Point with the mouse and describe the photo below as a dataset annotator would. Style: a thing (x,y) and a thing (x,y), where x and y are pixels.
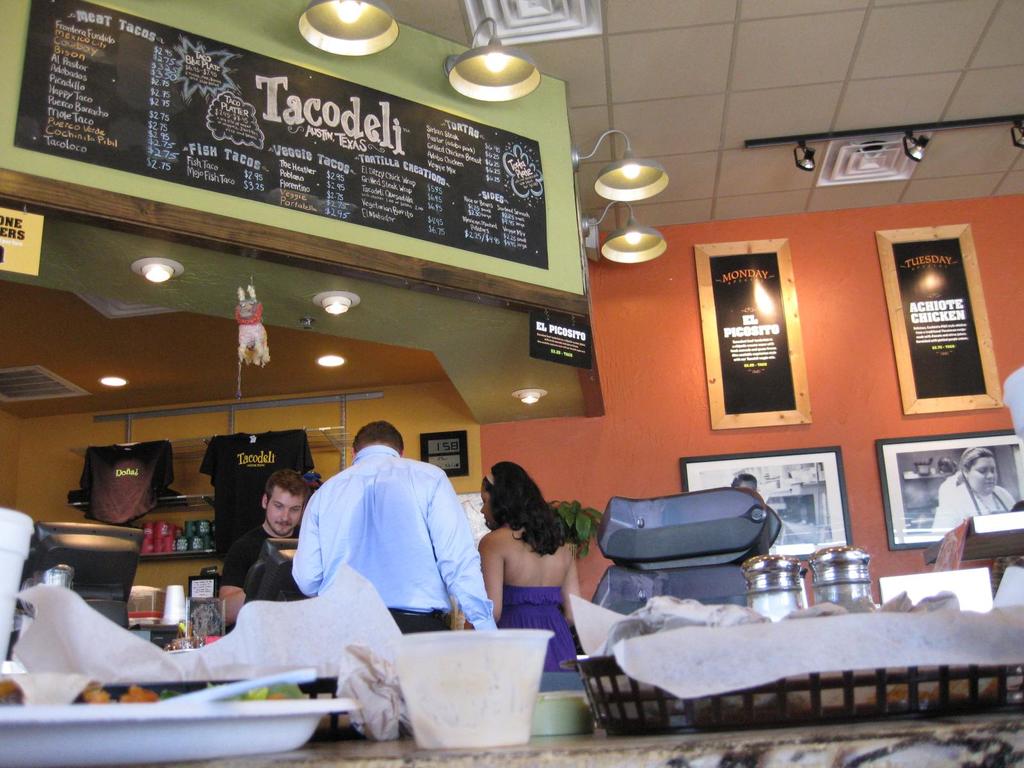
In the picture I can see plates (166,750), bowls (456,713) and few more objects (894,697) are placed on the table (439,760), I can see these three people (423,528) are standing near the table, I can see the monitors (115,594) and few more objects (195,603) placed on the table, here I can see photo frames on the wall (593,465), I can see the boards (515,157), T-shirts (216,464) hanged here, I can see some objects (168,549) kept on the shelf (193,555) and I can see the ceiling lights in the background (330,363).
